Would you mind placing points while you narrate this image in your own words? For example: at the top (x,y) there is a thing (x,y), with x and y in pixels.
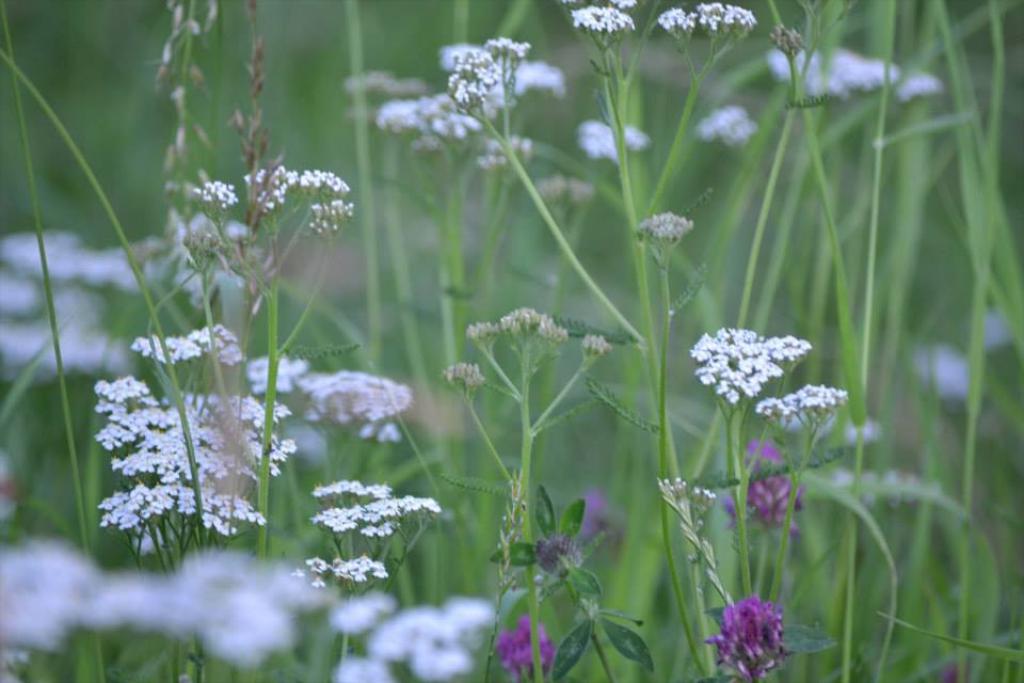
In the picture I can see the flowering plants (202,414) and green grass (805,241).
